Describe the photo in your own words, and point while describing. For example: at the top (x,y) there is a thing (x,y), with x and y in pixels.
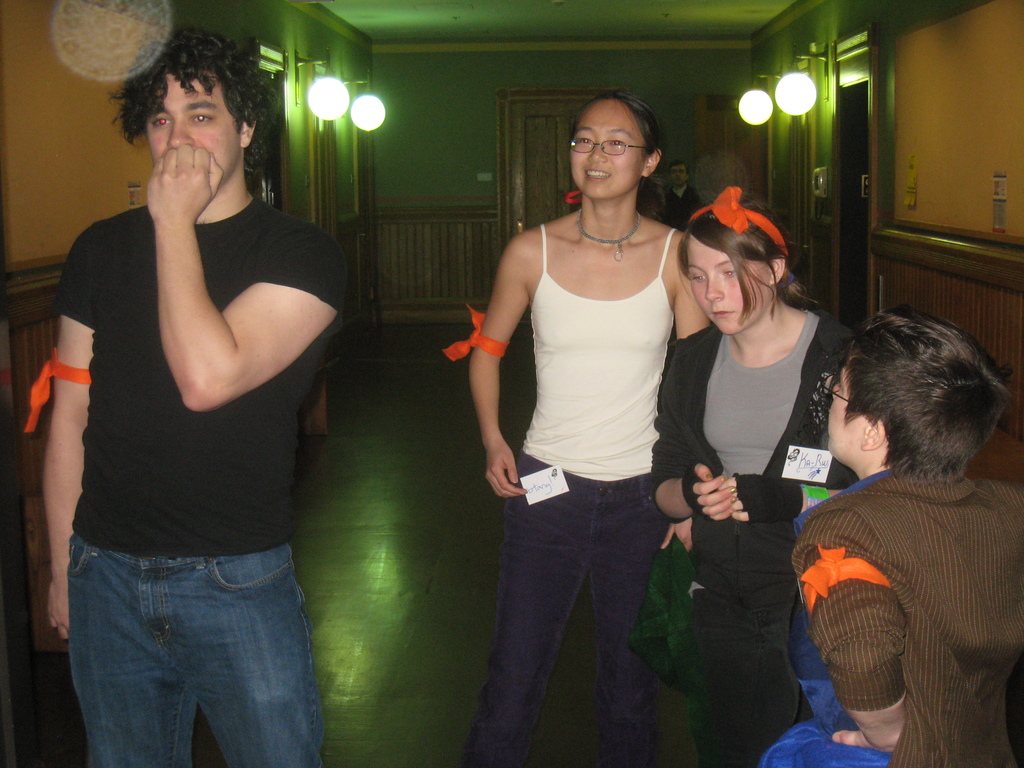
In this image I can see a person (207,406) wearing black t shirt (185,452), blue jeans (176,597) and a woman (596,422) wearing white top (599,376), blue jeans (495,610) and few other persons (784,594) are standing on the ground (368,699). In the background (382,300) I can see few lights (798,83), a person's (679,197) standing, the wall (468,151) and the door (561,156).
